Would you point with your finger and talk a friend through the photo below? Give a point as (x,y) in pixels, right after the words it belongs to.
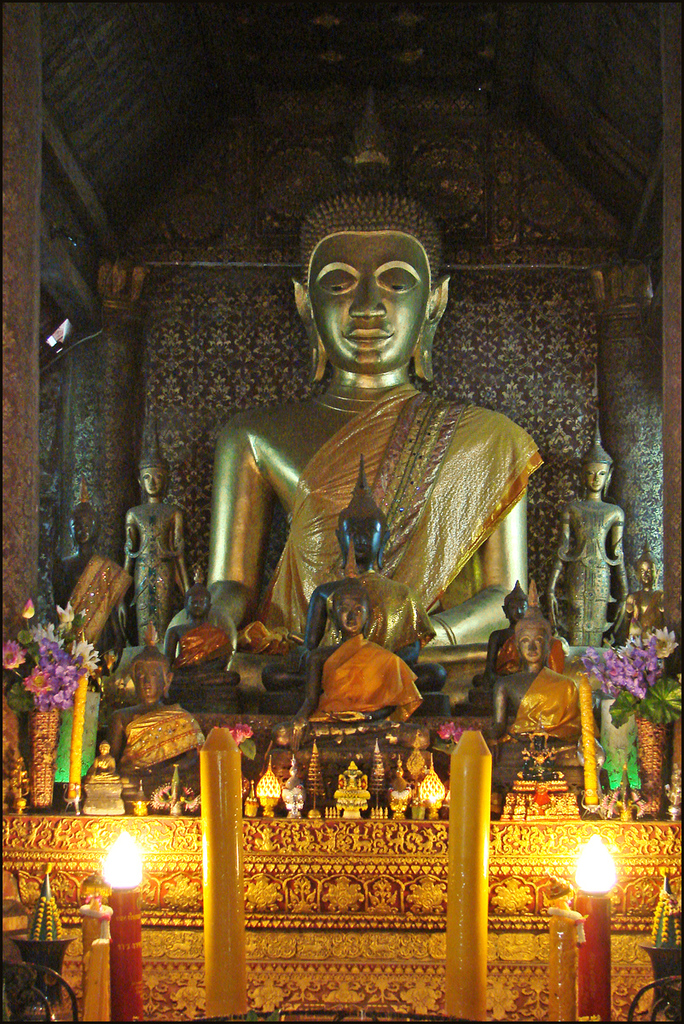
In the foreground of this picture (202,893) we can see the candles (123,847) and many other objects (440,805). In the center (320,514) we can see the sculptures (378,494) of persons (233,542). In the background (509,244) there is a wall (503,176) and the roof (275,79).
